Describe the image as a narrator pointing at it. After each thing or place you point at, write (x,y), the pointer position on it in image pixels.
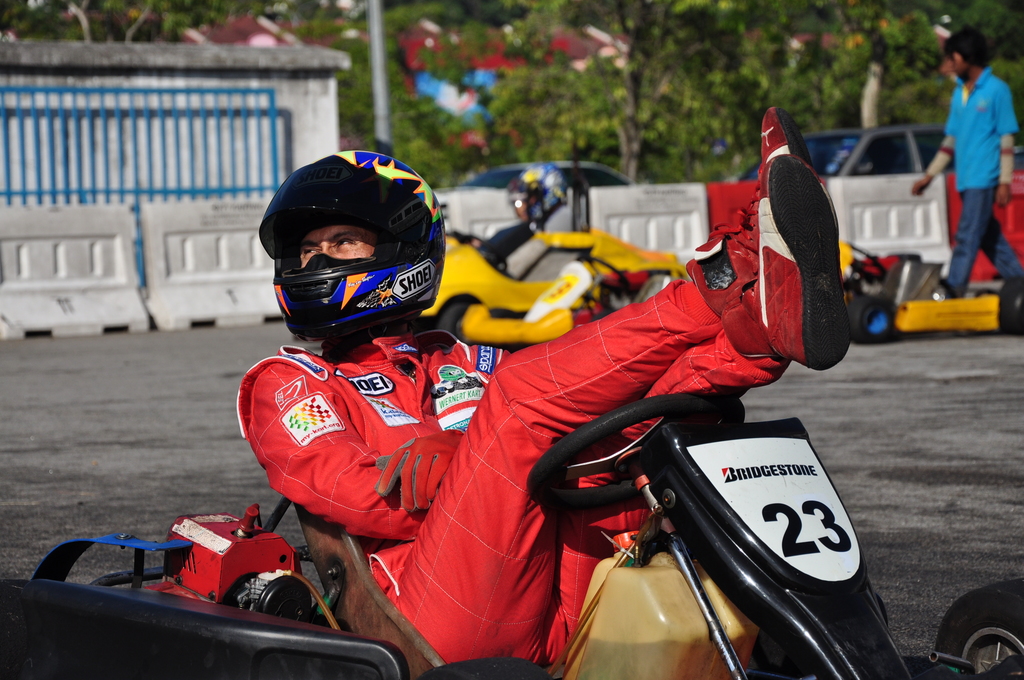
In this image there are karting cars (881,279), in that cars (881,279) there are people (529,462) sitting, in the background (731,174) there is a railing (473,214), trees (812,92), cars (876,137) and it is blurred.
